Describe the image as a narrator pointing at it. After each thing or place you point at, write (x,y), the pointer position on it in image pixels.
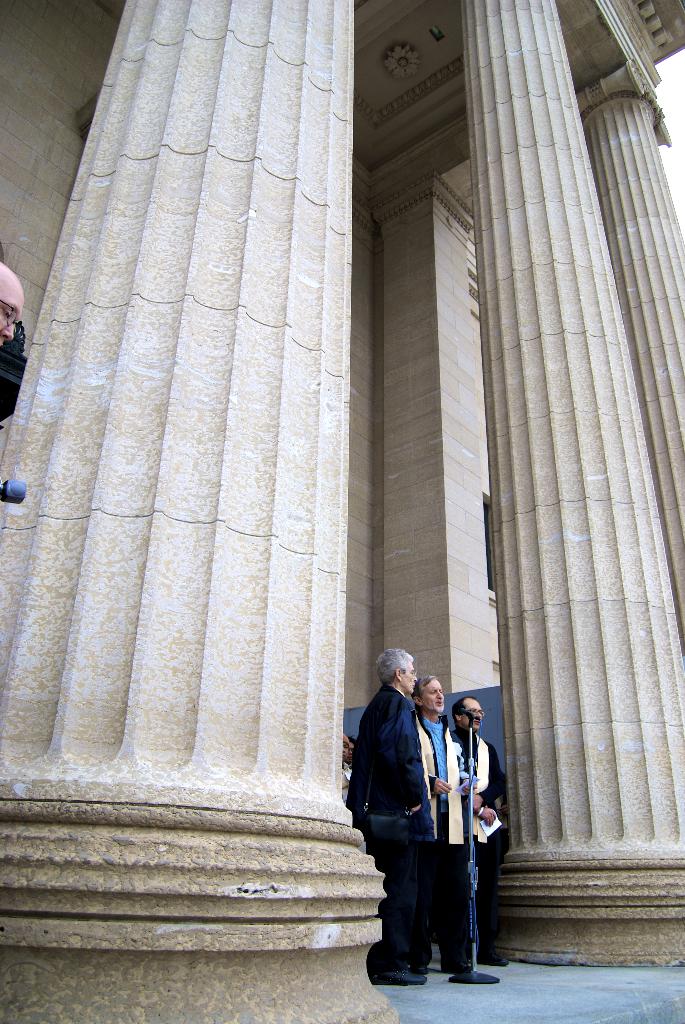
In this image we can see the people (444,779) standing on the surface (508,985). We can also see a mike (470,713) with the stand (469,724). Image also consists of the pillars (575,545), wall (63,74) and also the ceiling (406,29). We can see some person's head (13,295) on the left (12,292).
